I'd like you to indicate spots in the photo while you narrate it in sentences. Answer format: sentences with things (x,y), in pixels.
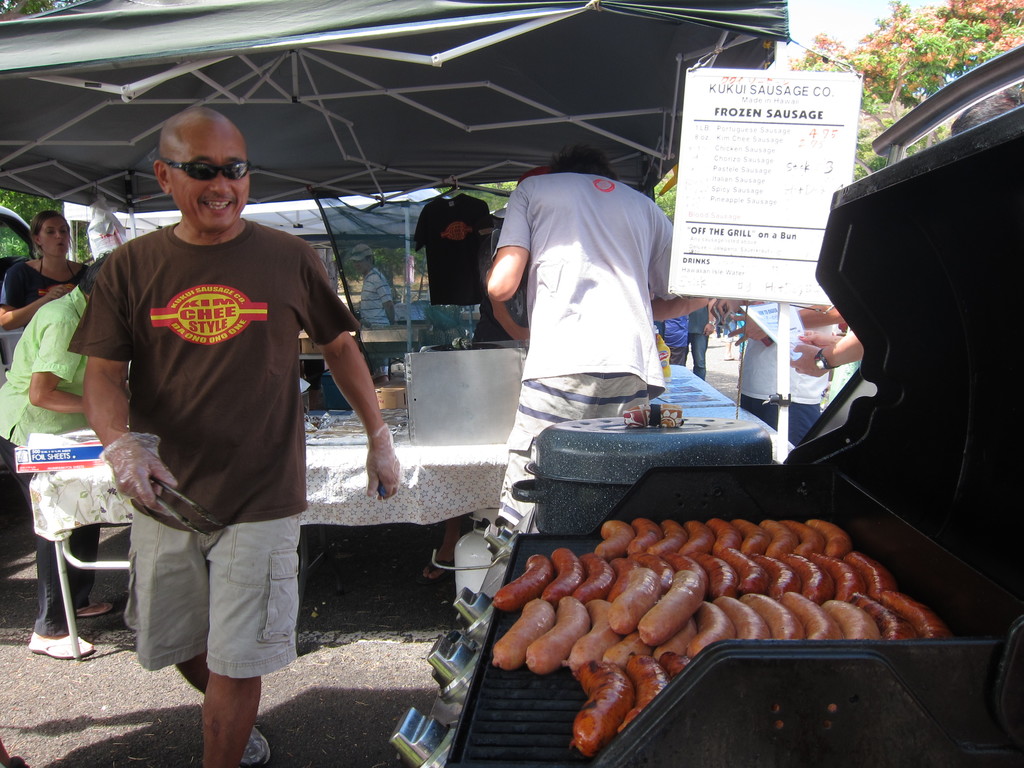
In this image I can see few people (257,587) standing. In front (591,581) I can see few sausages (693,610) on the stove (726,517). Back I can see few vessels (460,423) on the table (487,454). I can see trees (970,40), board (772,131) and tents (406,79).
